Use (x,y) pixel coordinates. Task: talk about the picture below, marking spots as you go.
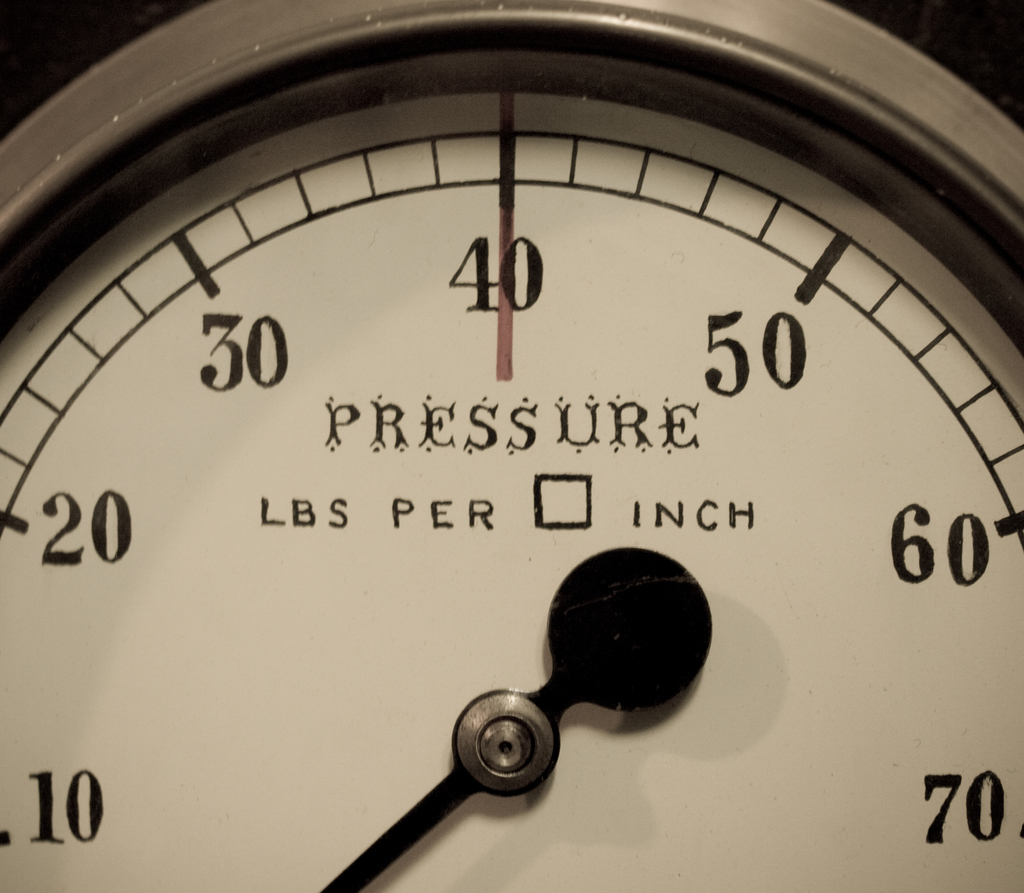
In this image there is a meter (531,261) having a indicator (508,764). Behind there are few numbers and text (553,477) on the frame (66,631).
